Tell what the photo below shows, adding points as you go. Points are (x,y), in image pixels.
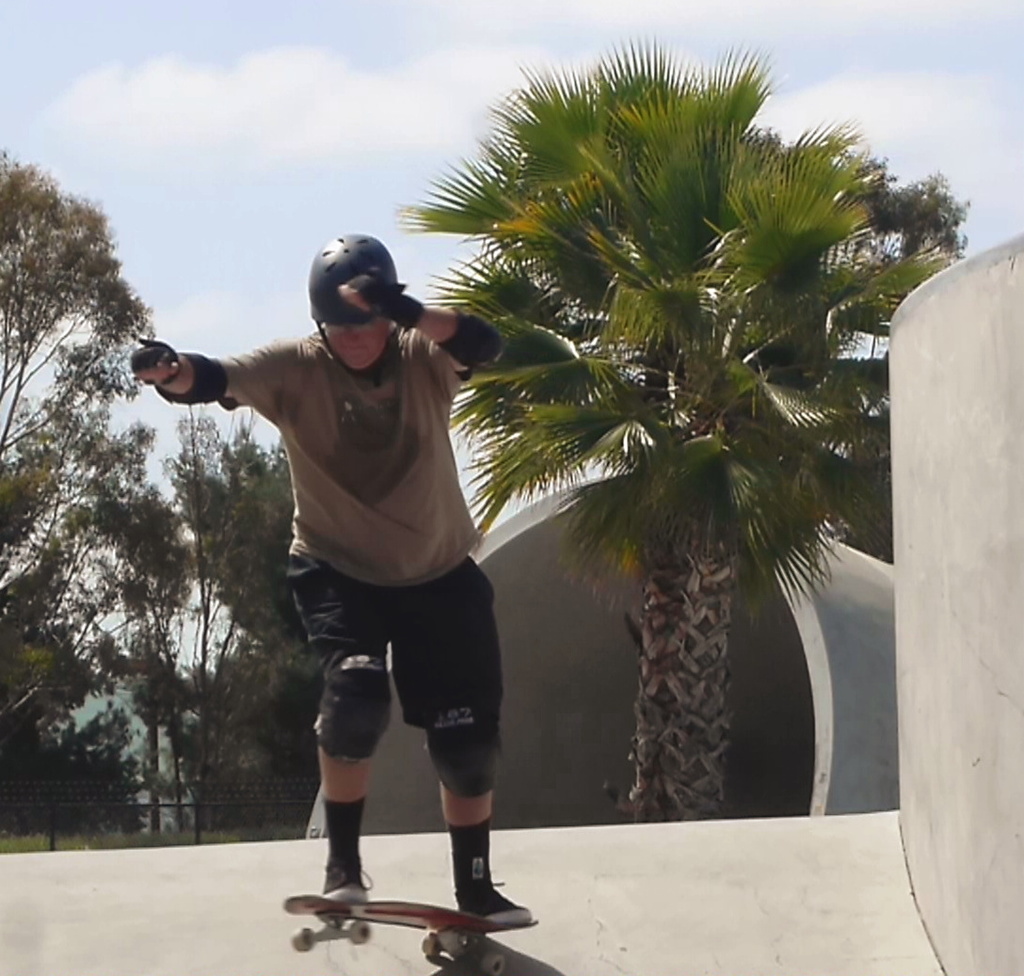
In this image there is a person (469,793) skating on the platform (410,881) with a skateboard (332,933), behind the person (436,661) there are trees (661,448), beside the person (455,564) there is a wall (903,581) and behind the person (425,675) there is a cylindrical shaped concrete structure (592,647), at the top of the image (425,300) there are clouds (394,119) in the sky (327,154).
